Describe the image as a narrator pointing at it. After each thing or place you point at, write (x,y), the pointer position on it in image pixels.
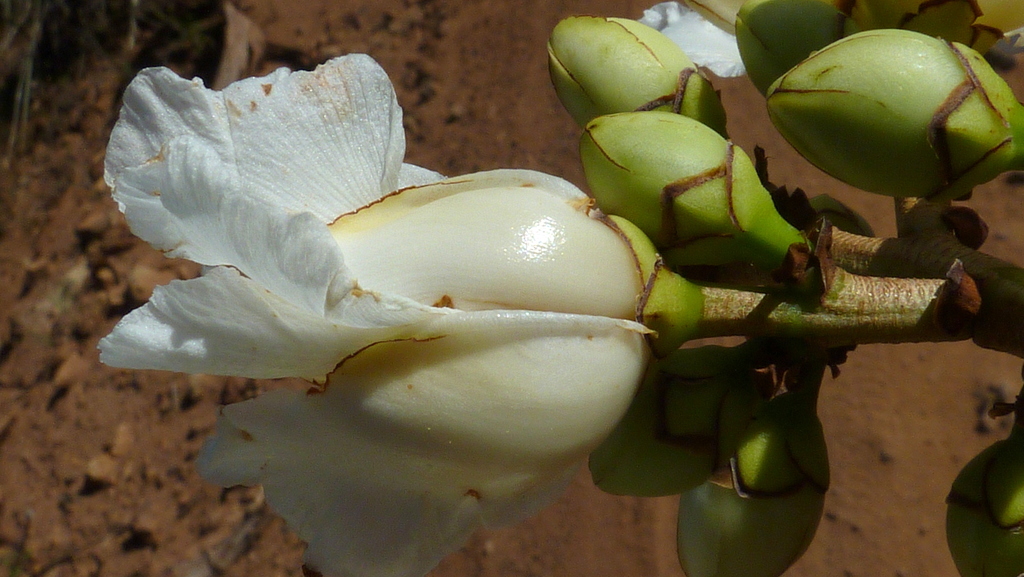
In the center of the image (470,287) there is a flower (661,337). In the background (50,200) we can see ground (54,181).
